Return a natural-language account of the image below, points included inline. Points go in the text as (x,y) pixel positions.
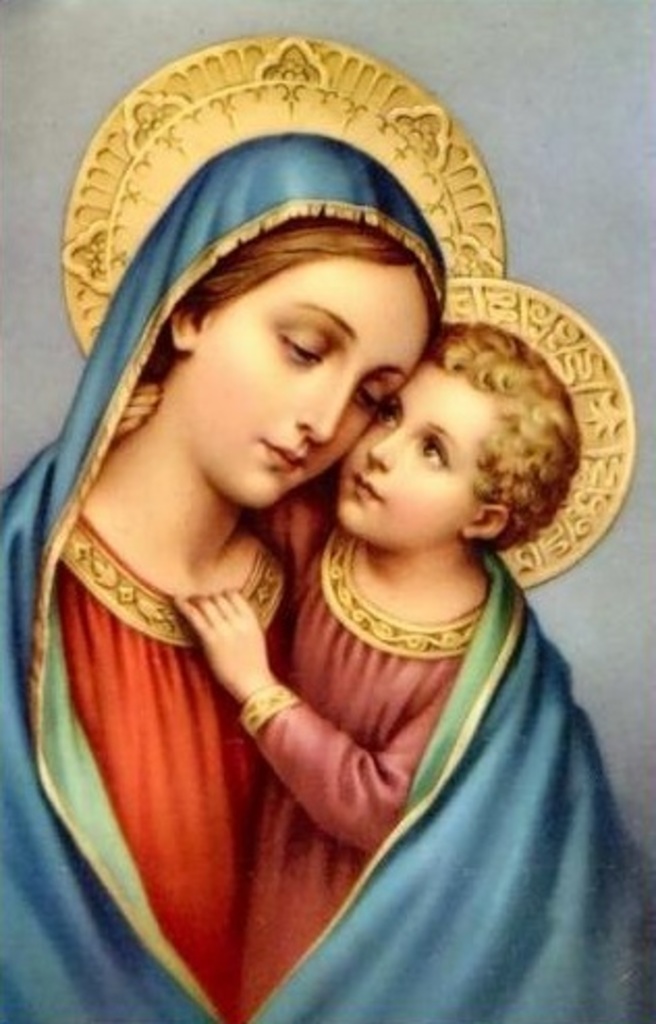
In this image I can see a women (150,663) wearing red color dress (124,704) and a baby (395,611) is holding this woman (135,441) by looking at her. This image is looking like a painting.
